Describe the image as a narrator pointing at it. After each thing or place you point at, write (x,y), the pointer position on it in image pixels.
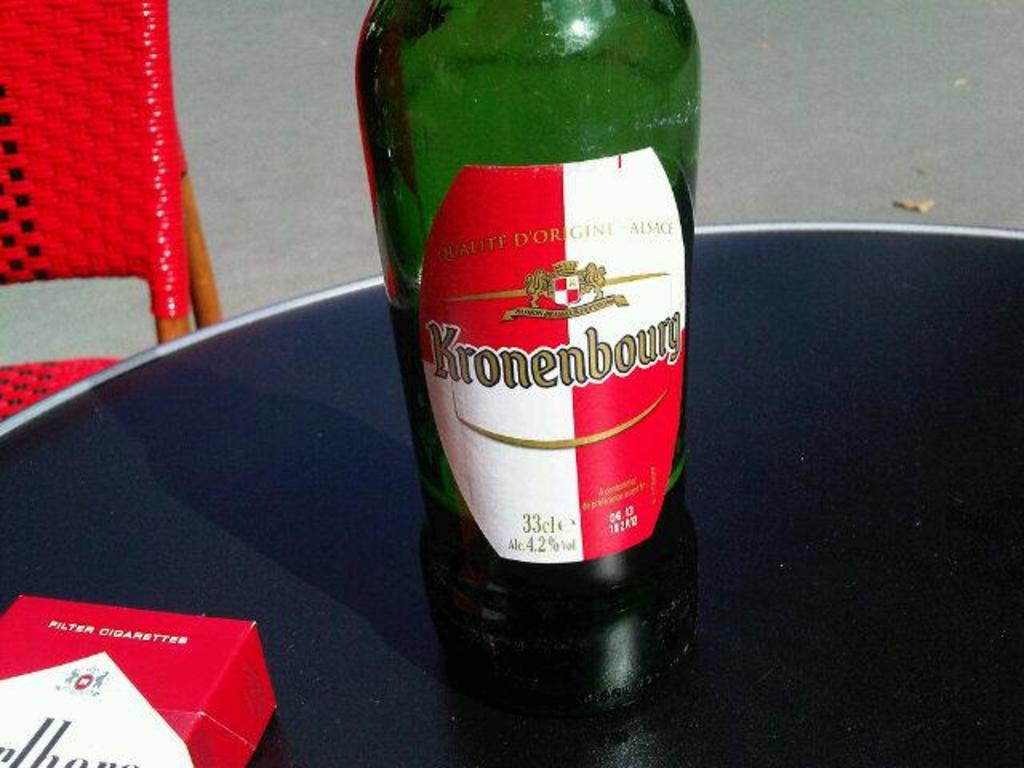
There is a alcohol bottle (448,567) on the table (807,535) and beside that there is a box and a red chair (16,231) behind the table (821,225).
